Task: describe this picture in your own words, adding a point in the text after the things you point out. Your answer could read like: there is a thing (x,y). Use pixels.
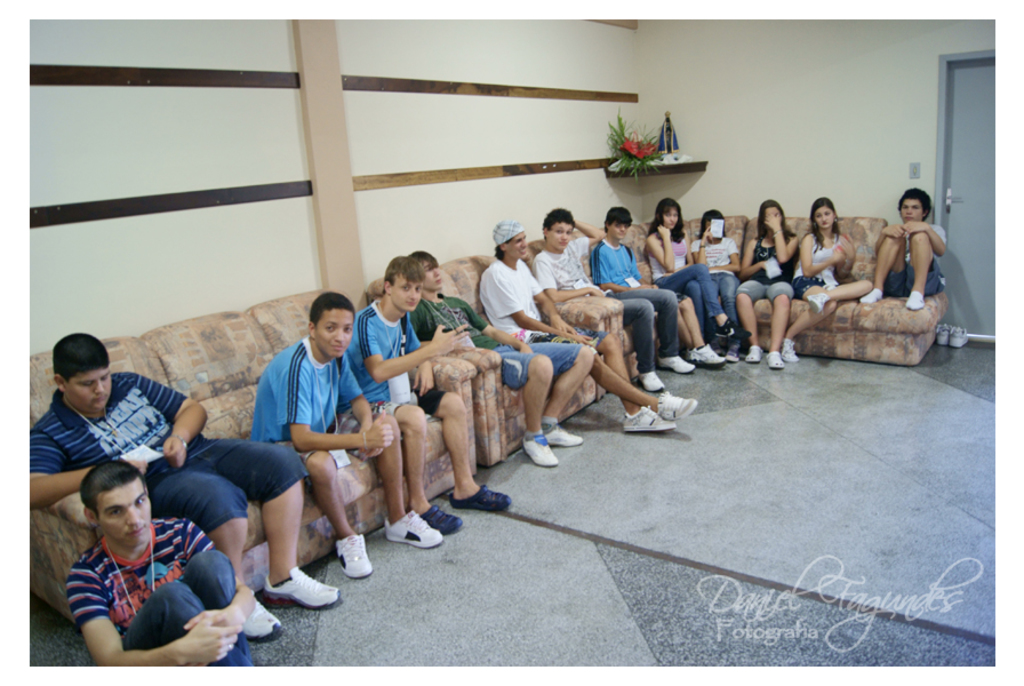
In this picture we can see a group of people (452,404) sitting on sofas (734,225) and a man (172,553) sitting on the floor (675,595) and in the background (749,67) we can see wall (795,77), door (968,151), shoes (944,333).
